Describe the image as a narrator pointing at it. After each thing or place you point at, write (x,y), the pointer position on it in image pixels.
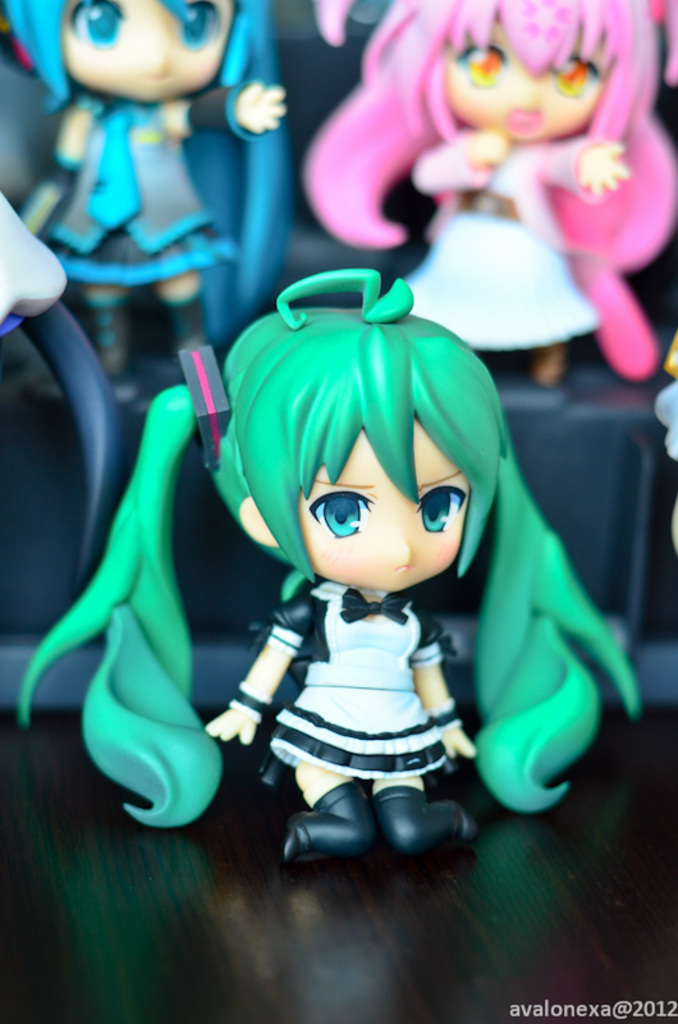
In this image we can see toys (525,490). This is black surface (480,922). Bottom of the image (568,1010) there is a watermark (661,1010).
